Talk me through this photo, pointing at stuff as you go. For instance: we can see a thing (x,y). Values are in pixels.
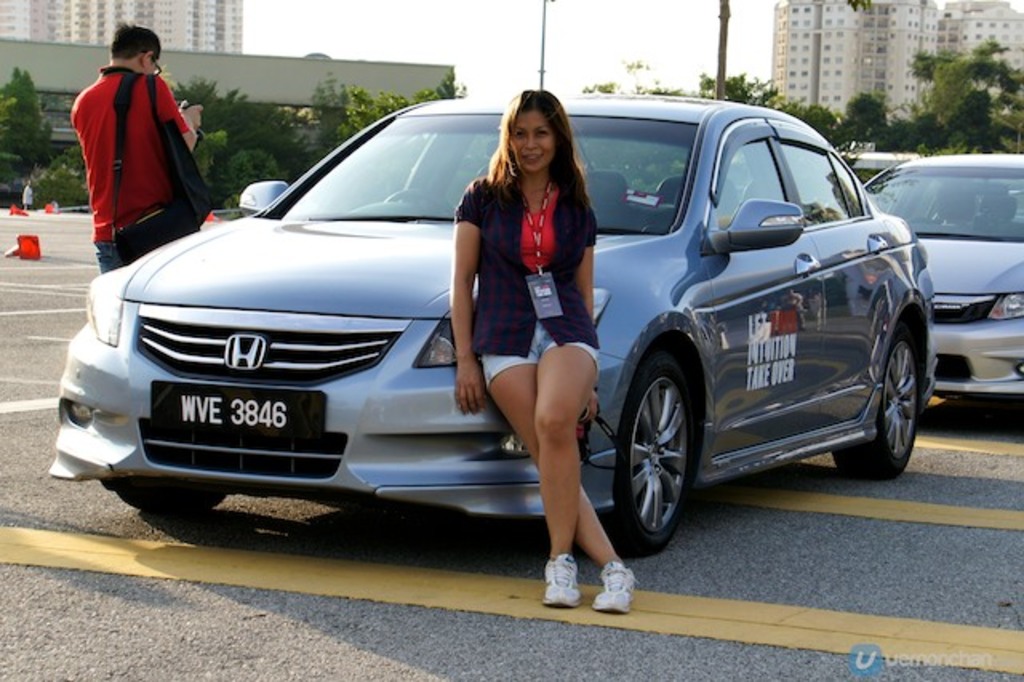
In this image we can see some vehicle (701,233), person (452,283) and other objects (197,190). In the background of the image (366,110) there are buildings (806,36), trees (40,102), poles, sky (687,78) and other objects (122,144). At the bottom of the image (618,639) there is the road (587,605). On the image there is a watermark (978,662).
